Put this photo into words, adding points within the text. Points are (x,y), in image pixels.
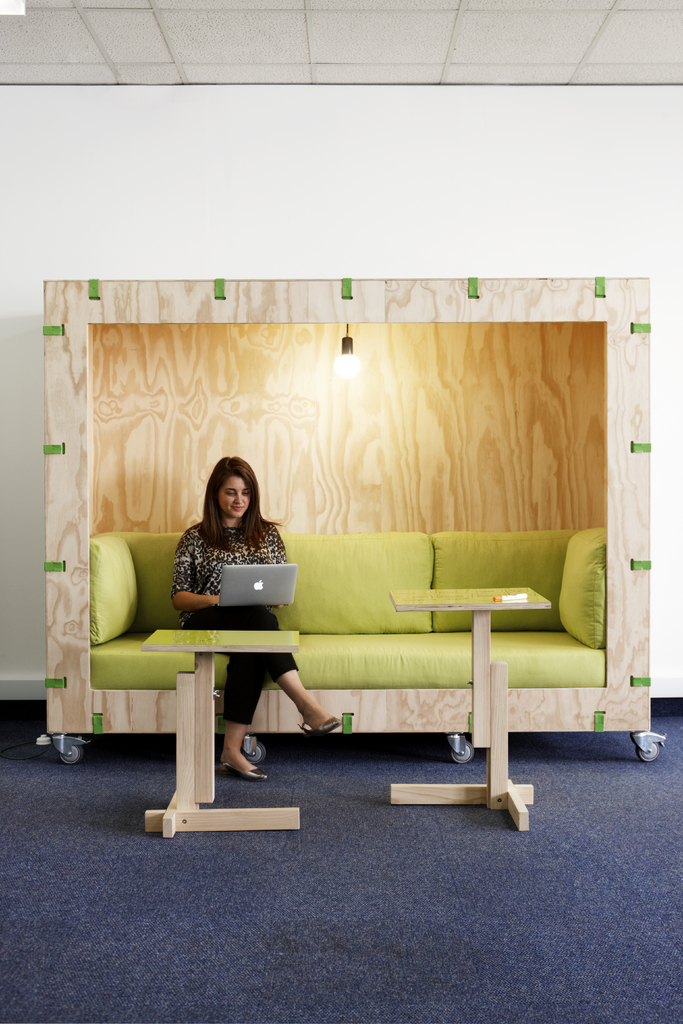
This image is taken inside a room (630,497). In the middle of the image (434,667) there is a sofa (427,559) and two tables (205,736). At the bottom of the image (344,1003) there is a floor (280,938) with mat (555,910). At the top of the image (356,3) there is a ceiling (274,63). At the background (336,115) there is a wall (656,677). A woman (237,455) is sitting on the sofa (167,589) using a laptop (267,589).
